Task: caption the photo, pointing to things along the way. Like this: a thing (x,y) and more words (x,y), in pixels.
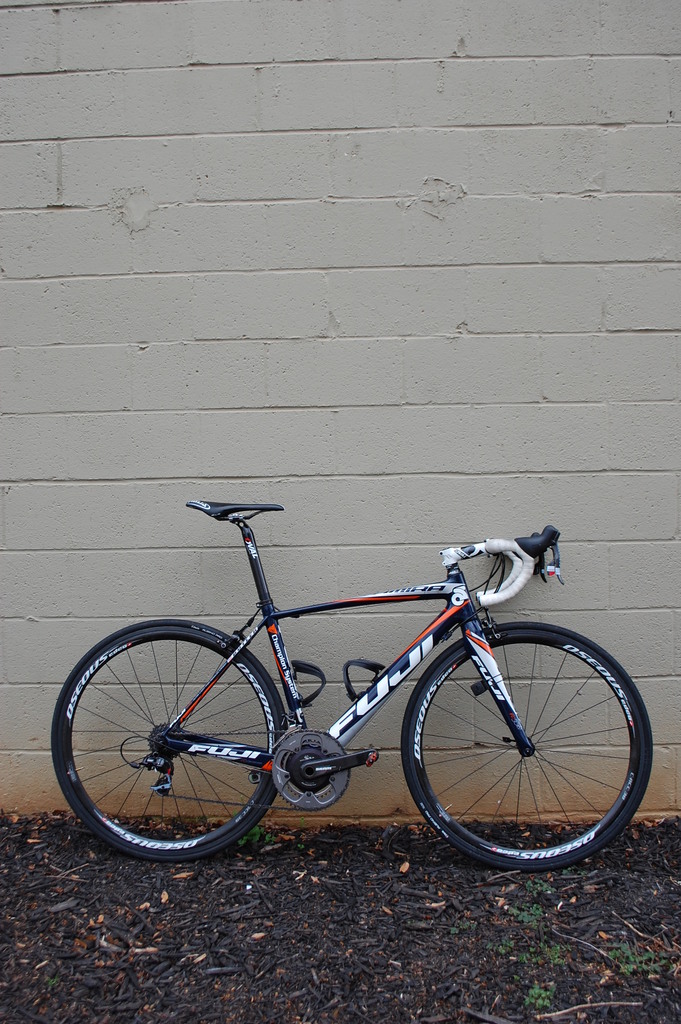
In the image we can see a bicycle (295,794), wall (276,419) and soil (326,964).
